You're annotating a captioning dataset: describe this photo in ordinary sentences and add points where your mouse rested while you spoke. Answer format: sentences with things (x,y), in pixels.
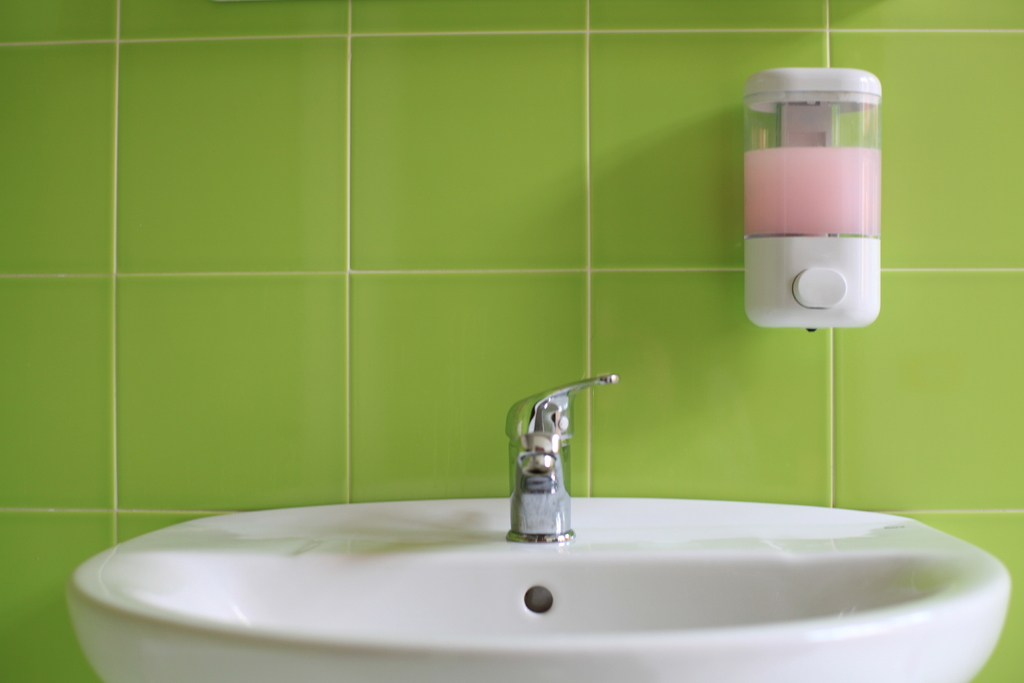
In this picture I can observe white color sink (520,586) and tap (534,502) in the bottom of the picture (511,518). On the right side (760,170) I can observe hand wash (770,161) fixed to the wall (739,207). In the background (314,213) I can observe green color wall (251,207).
